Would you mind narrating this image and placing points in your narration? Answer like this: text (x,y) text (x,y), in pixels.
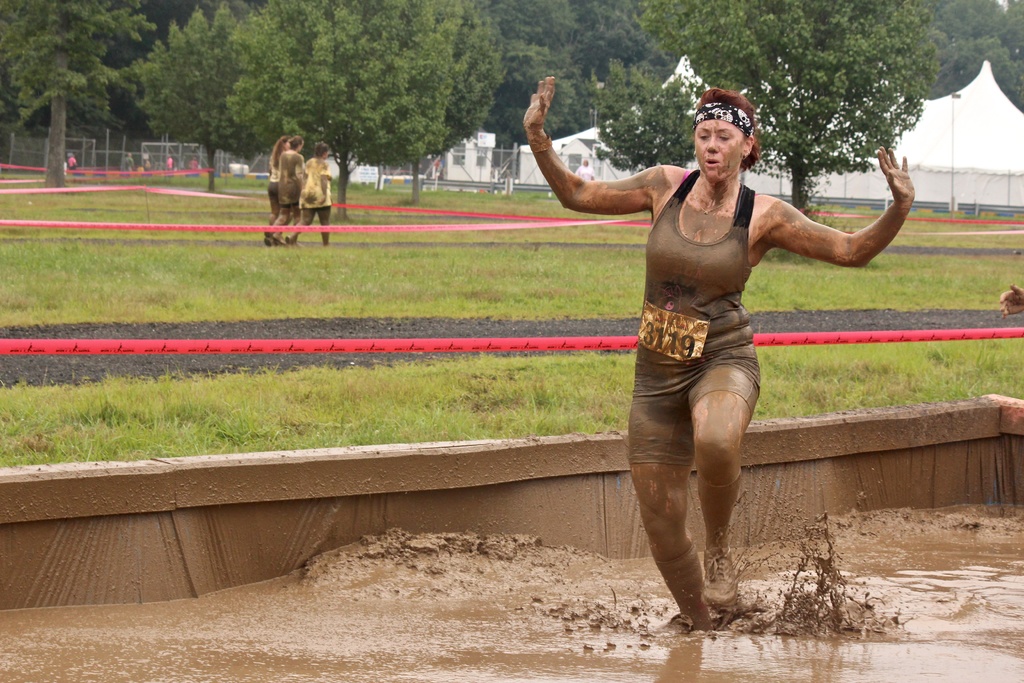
In this image in the foreground (628,420) there is one woman (696,458) who is in a mud tub (524,490), and at the bottom (716,619) there is mud (629,613) and some water (921,596). In the background (409,155) there are some persons (277,156), fence (262,154), grass (380,223), trees (213,155), buildings (965,148) and poles (952,143).
